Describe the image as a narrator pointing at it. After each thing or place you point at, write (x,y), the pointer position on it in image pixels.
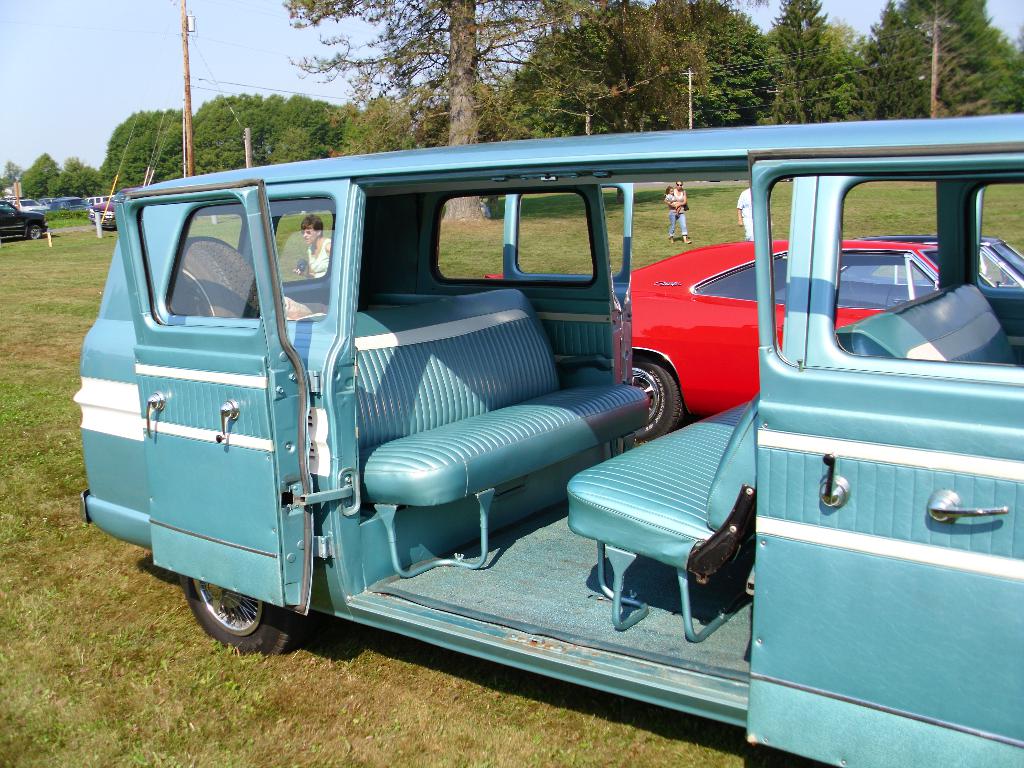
In the foreground of this picture (380,319), there is a blue van (476,608) with opened door (796,600) is on the grass (531,737). In the background (720,298), there is a red car (706,263), few persons (682,203) walking on the grass (694,188), trees (526,93), poles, vehicles (111,202) and the sky (94,68).
